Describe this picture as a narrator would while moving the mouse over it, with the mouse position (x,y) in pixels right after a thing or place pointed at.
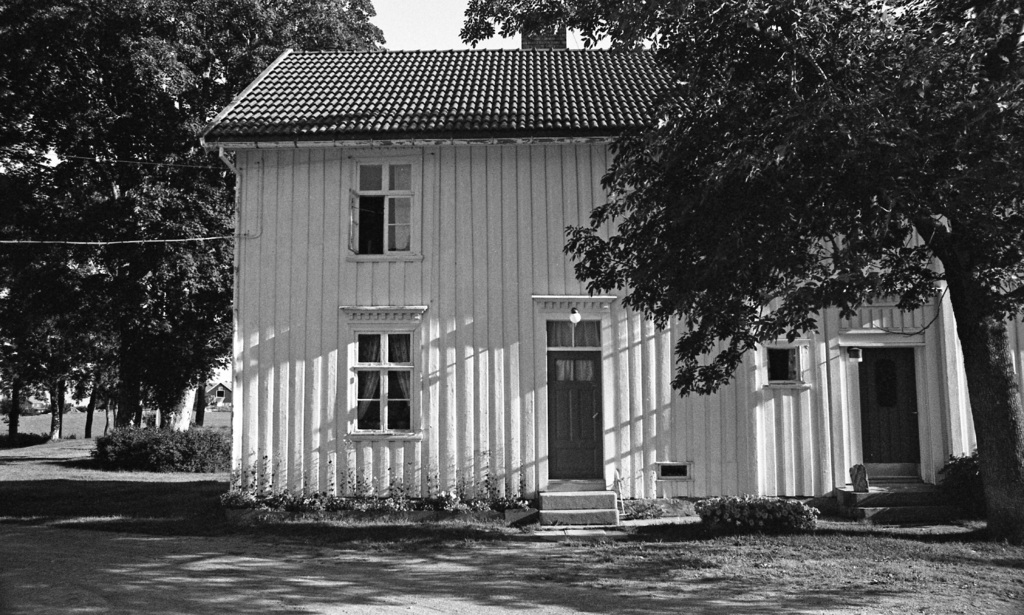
In the picture we can see a house (588,444) with windows (363,432), doors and near it, we can see a tree (483,3) and beside the house (922,424) also we can see few trees (105,33) and on the top of the house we can see a part of the sky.
